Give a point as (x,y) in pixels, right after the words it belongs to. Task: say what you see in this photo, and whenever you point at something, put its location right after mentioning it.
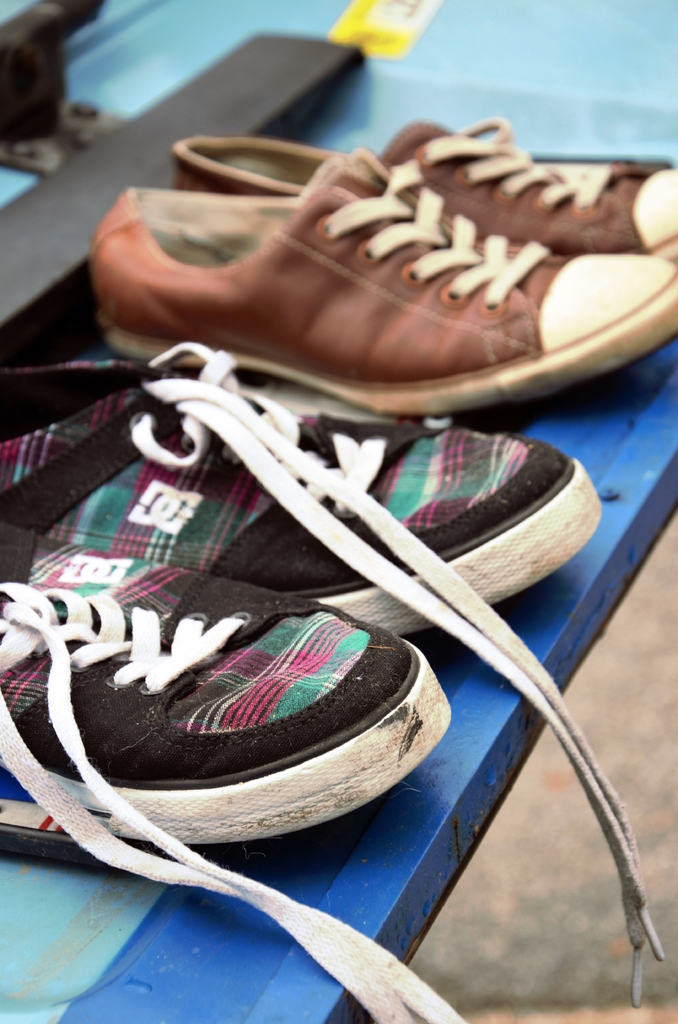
In the center of the image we can see one table (660,497). On the table (671,493), we can see two pairs of shoes (382,527), which are in different colors. and we can see one black color object (107,196) and a few other objects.
